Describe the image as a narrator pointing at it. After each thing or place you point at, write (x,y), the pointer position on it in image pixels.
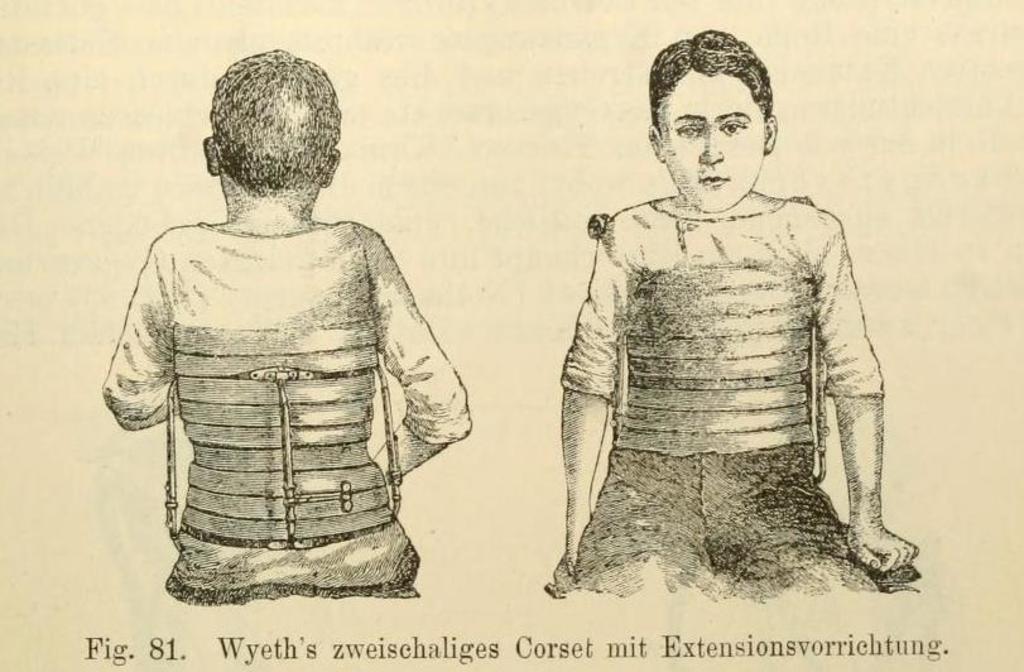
In this picture I can see a printed front and back image (708,211) of a boy (258,465) and I can see text (296,645) at the bottom of the picture (345,650).
